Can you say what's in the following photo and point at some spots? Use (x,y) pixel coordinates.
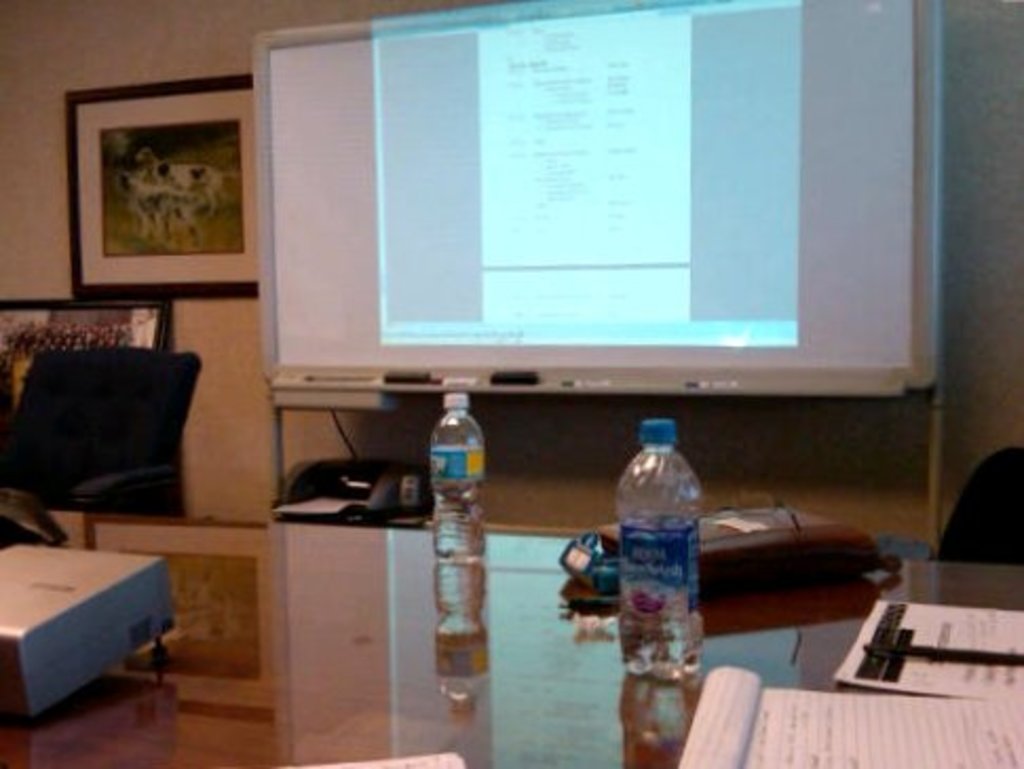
The image is taken inside a room (300,557). There is a table (612,704). There are bottles (436,427), books (829,707) and a pen (880,647) placed on a table (272,692). In the background (678,335) there is a board (674,340). There is a wall (61,166) a painting (133,145) attached to the wall (164,27). There is a chair (121,503). There is a projector (148,574) placed on a table (167,686).
